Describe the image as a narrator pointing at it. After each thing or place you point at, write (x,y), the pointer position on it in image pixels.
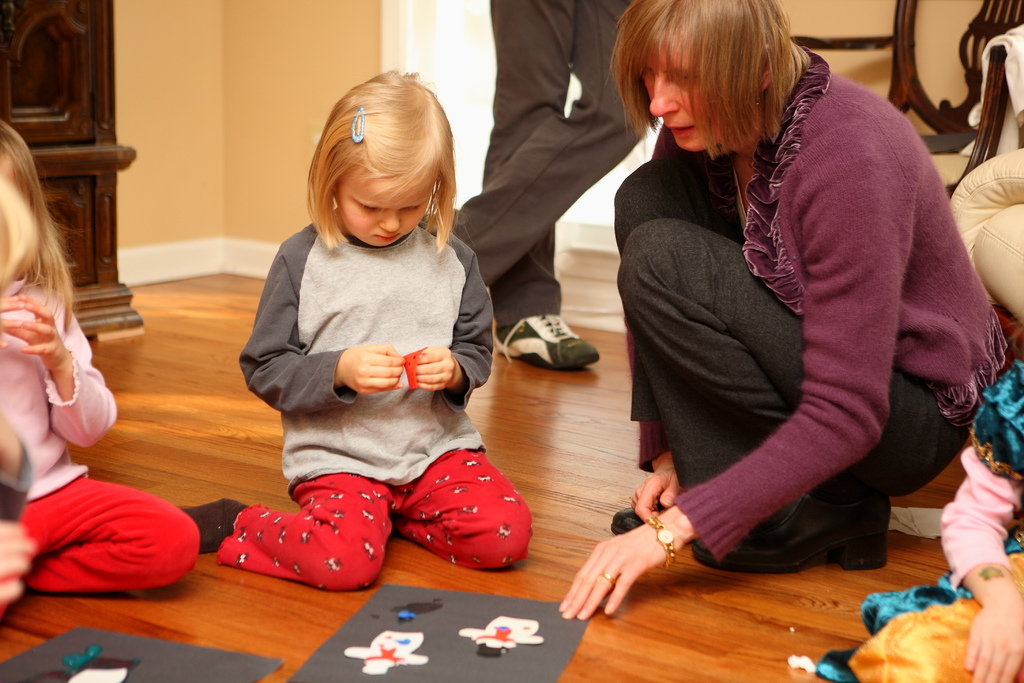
In this image, there are a few people (785,292). We can see the ground (667,580) with some objects (517,610) like posters (117,663). We can also see the wall (881,12) and a chair (988,146) with some cloth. We can also see some wood (100,293) on the left (100,293).
